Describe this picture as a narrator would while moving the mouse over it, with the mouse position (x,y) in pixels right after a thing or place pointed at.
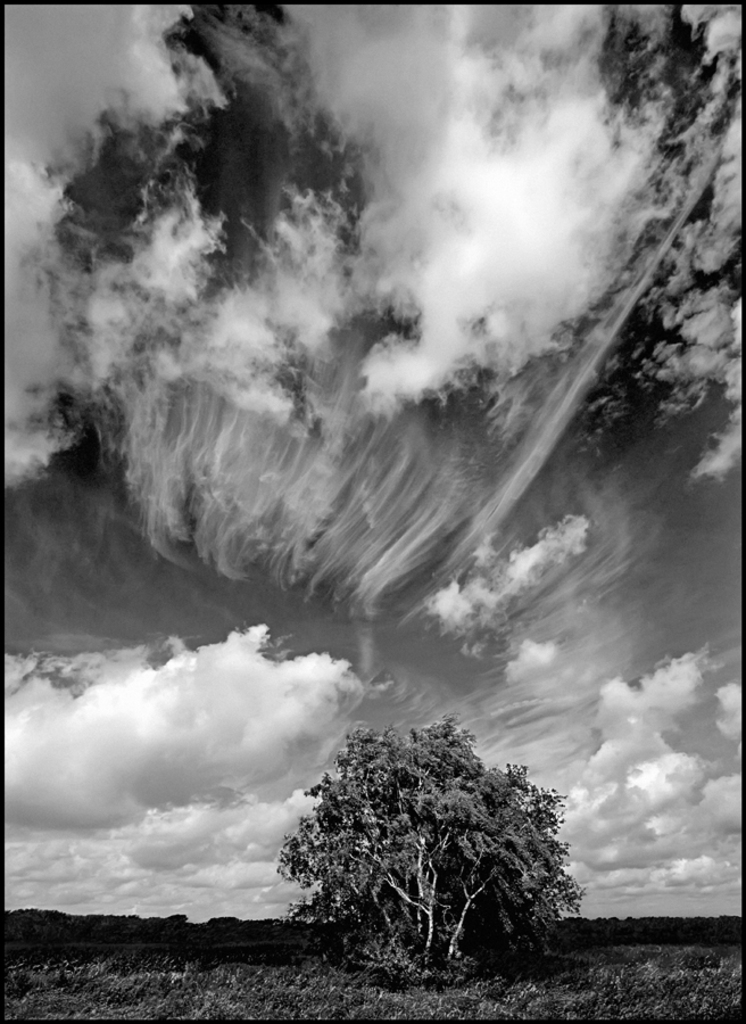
This is a black and white image and here we can see trees (344,917). At the bottom (380,971), there is ground (342,997) covered with grass (610,996) and at the top (304,192), there are clouds (388,471) in the sky (388,471).
